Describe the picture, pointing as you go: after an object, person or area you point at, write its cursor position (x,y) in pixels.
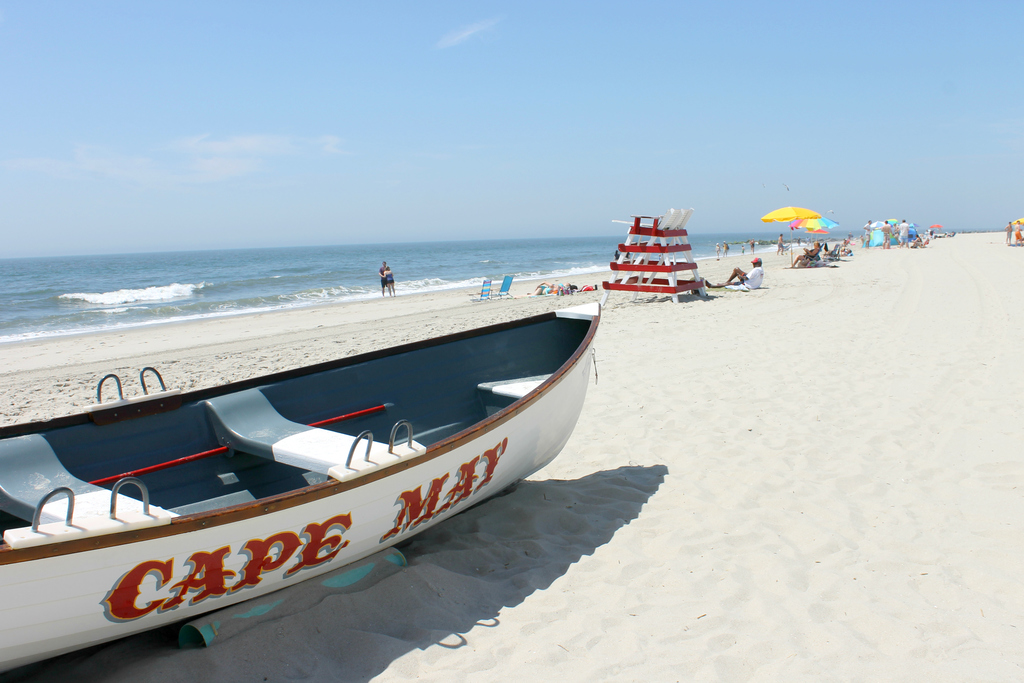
In this image I can see a boat (174,511) on the sand (412,668). I can see few persons (887,226). In the background (202,307) I can see an ocean (191,297). At the top (381,163) I can see some clouds (86,158) in the sky (455,160).
